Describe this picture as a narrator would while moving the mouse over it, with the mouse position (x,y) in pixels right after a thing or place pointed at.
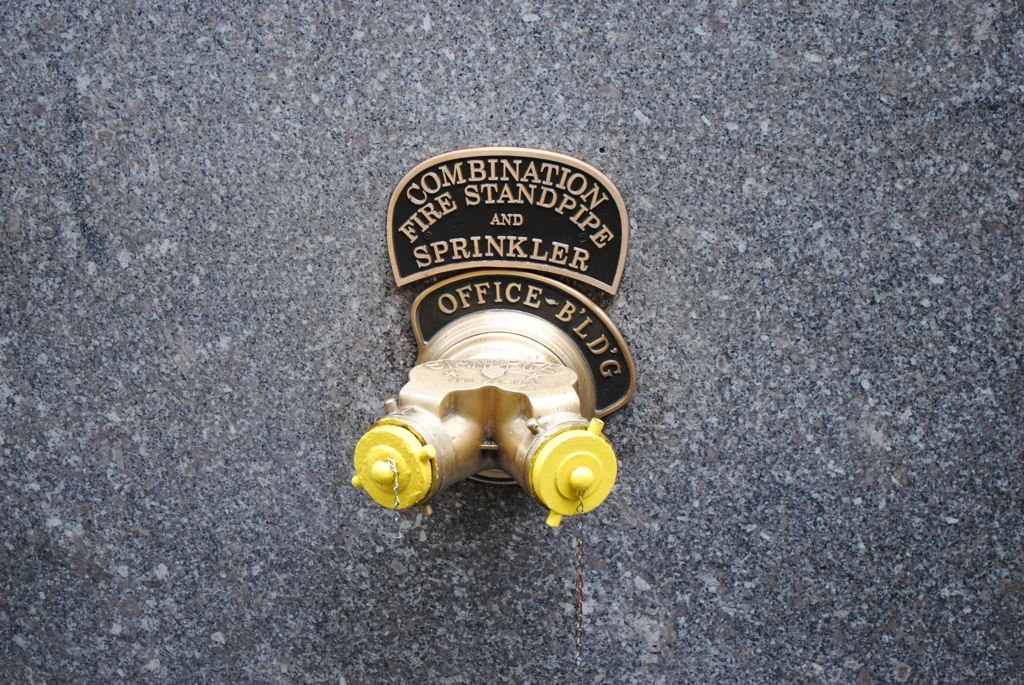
In this image I can see the wall (201,270) which is white and black in color and to it I can see two pipes (552,434) which are gold and yellow in color and a board (452,202) attached to the wall (415,168) which is black and gold in color.
